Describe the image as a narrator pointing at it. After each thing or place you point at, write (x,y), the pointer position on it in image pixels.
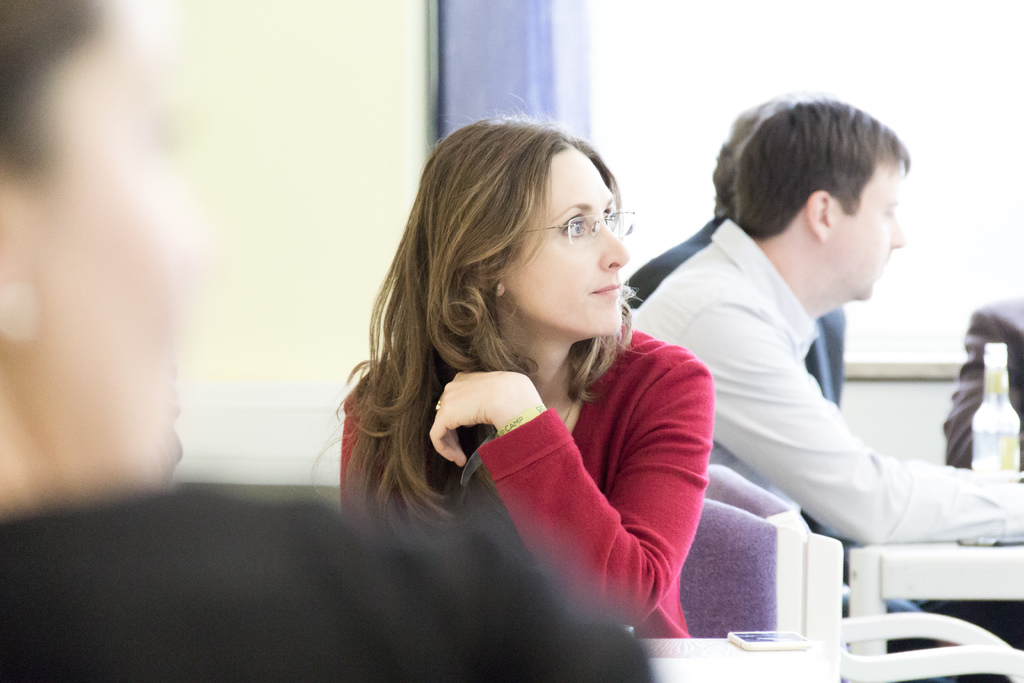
In this image we can see some group of persons (464,527) sitting on chairs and in the background of the image (214,6) there is a wall (372,182).
